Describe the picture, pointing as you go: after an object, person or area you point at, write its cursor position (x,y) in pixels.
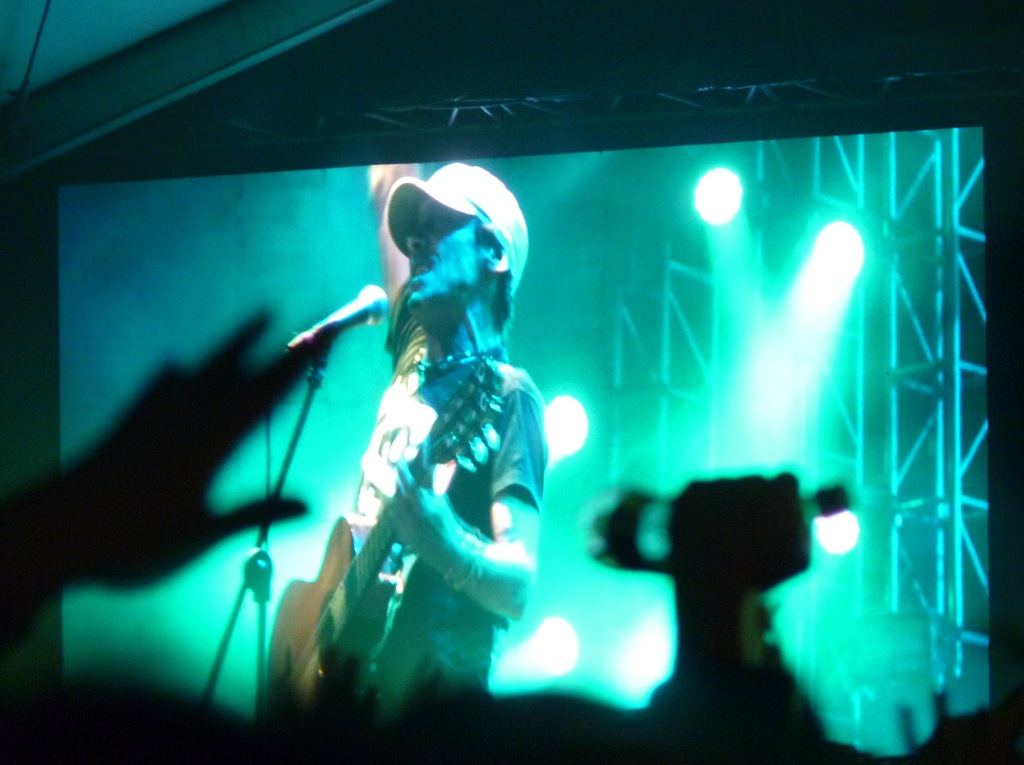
In the image we can see there is a projector screen (461,384) on which there is a person (466,340) standing and holding guitar (358,566) in his hand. In front of him there is a mic (344,309) with a stand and he is wearing a cap (476,207). Behind there are lightings (783,317).
